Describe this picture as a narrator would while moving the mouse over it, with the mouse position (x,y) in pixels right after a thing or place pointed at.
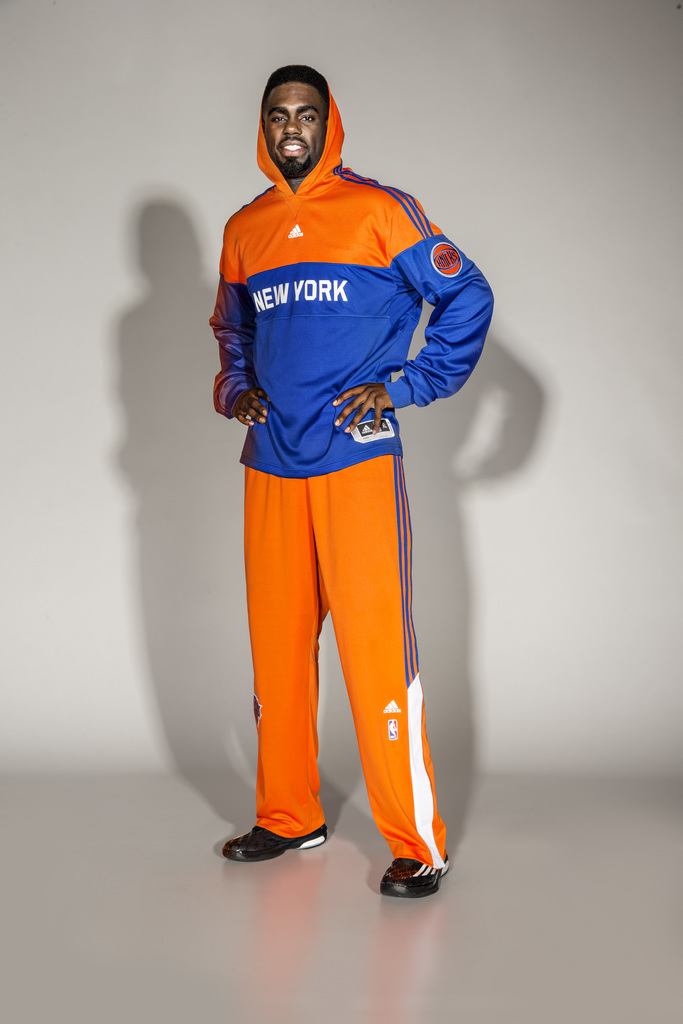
In this picture there is a person (418,780) standing with orange and blue jacket (337,379) and he is smiling. At the back (350,796) there are shadows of the person (325,240) on the wall (502,498).
